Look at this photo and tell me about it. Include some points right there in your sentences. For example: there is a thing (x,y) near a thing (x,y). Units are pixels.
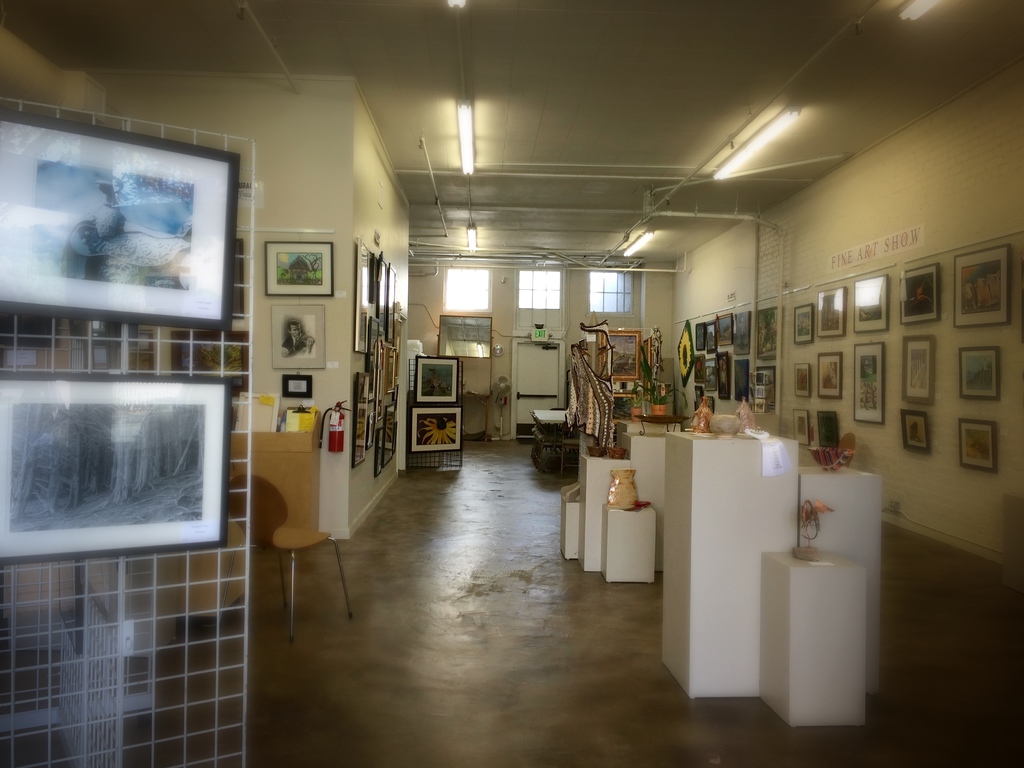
In this image we can see few objects (724,417) on the tables (731,468), there are picture frames (818,367) to the wall (946,405), few picture frames (150,397) to the grille (121,659) and there is a fire extinguisher (343,419), plug board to the wall (318,370), there is a chair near the grille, there are windows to the wall (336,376) and lights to the ceiling (597,153).
